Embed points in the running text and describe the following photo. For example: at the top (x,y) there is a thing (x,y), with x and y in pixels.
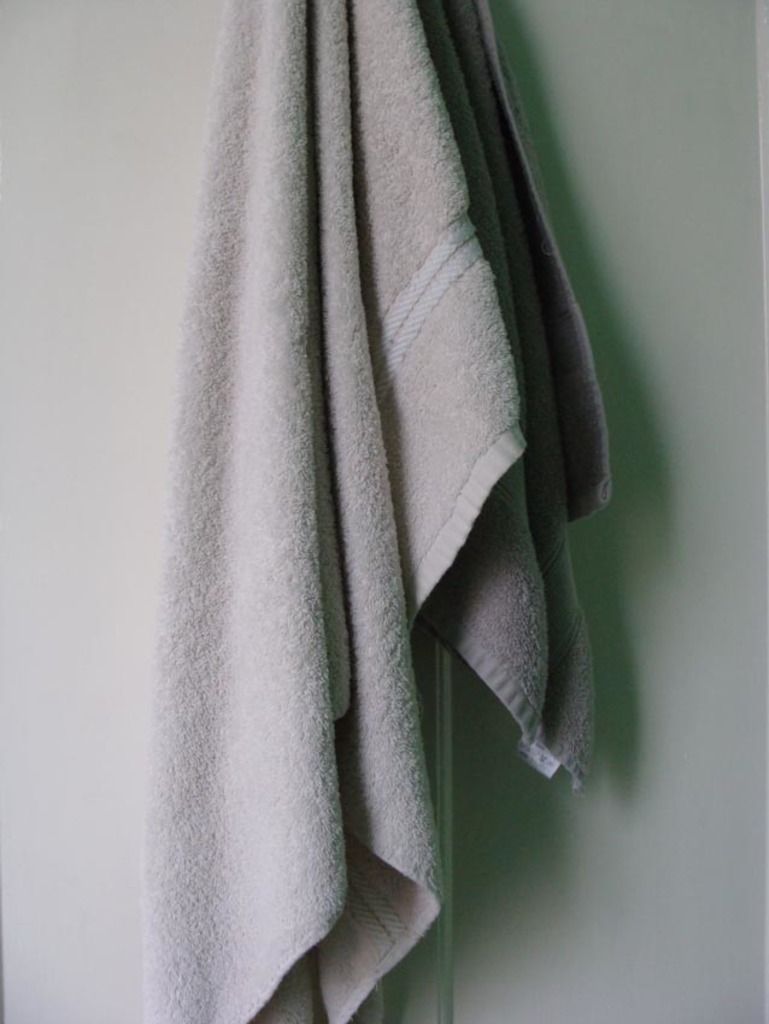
In the center of the image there is a wall (107,629). On the wall (162,99), we can see one towel (235,526).
